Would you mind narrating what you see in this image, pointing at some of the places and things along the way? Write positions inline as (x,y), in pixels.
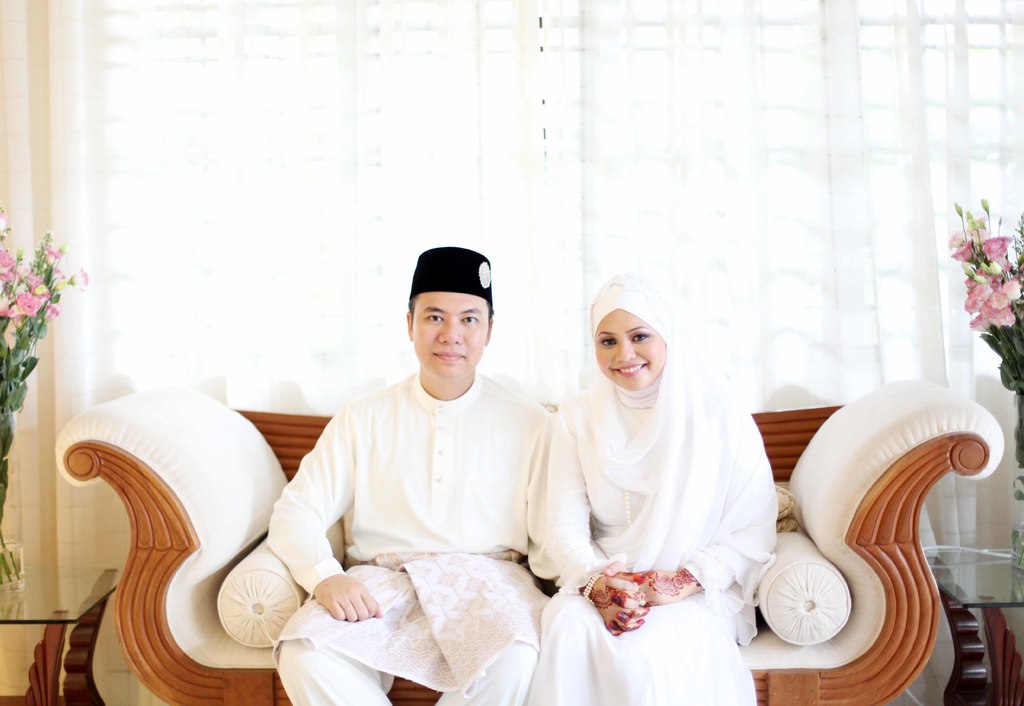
In this image in the center (482,445) there are two persons (456,496) sitting on a couch (874,499), and on the couch (161,582) there are pillows (840,618). And on the right side (1019,366) and left side (15,386) there are some plants (13,365) and flowers (27,297) and tables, in the background (286,179) there is a window (494,189) and curtains (494,189).
